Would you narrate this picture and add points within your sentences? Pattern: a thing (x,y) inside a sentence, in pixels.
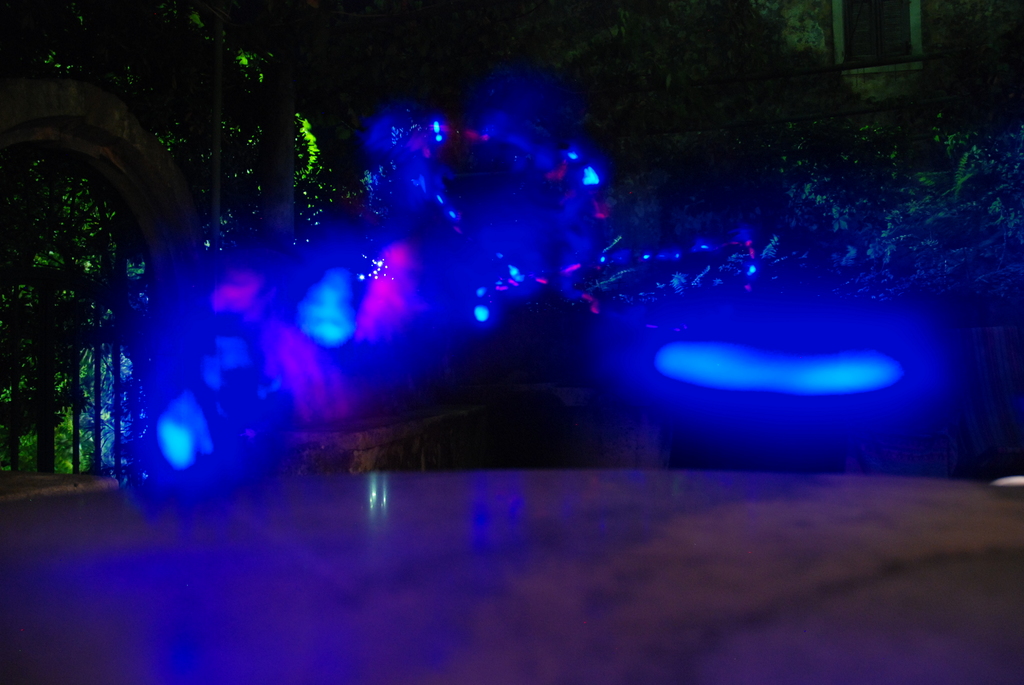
In this picture I can see there are blue lights (747,416) arranged here and there are plants (826,156) and trees (279,114) in the backdrop (105,418) and I can see there is a house (886,89).
